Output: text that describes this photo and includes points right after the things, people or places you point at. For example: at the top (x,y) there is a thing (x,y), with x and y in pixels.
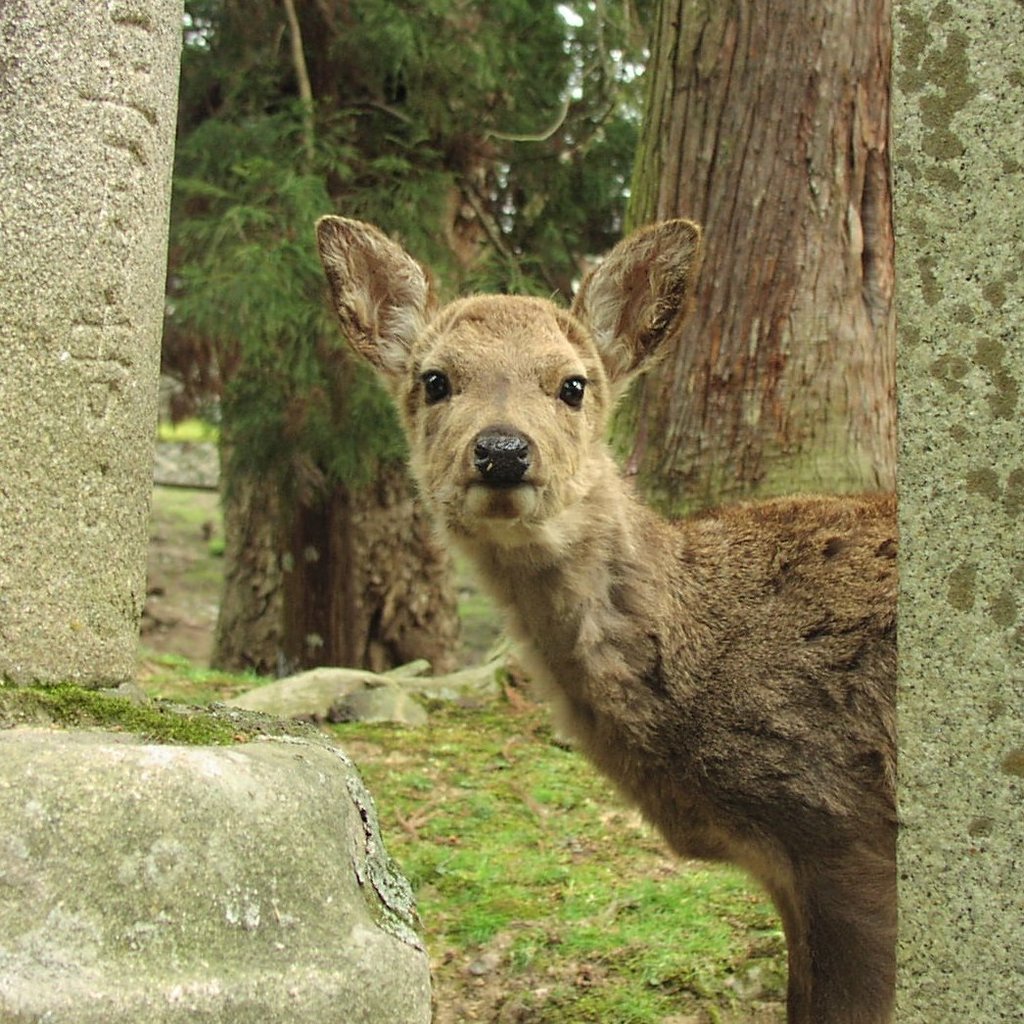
In this picture we can see an animal (411,440) standing on the ground (616,941), grass (567,888) and in the background (269,70) we can see trees (706,136).
